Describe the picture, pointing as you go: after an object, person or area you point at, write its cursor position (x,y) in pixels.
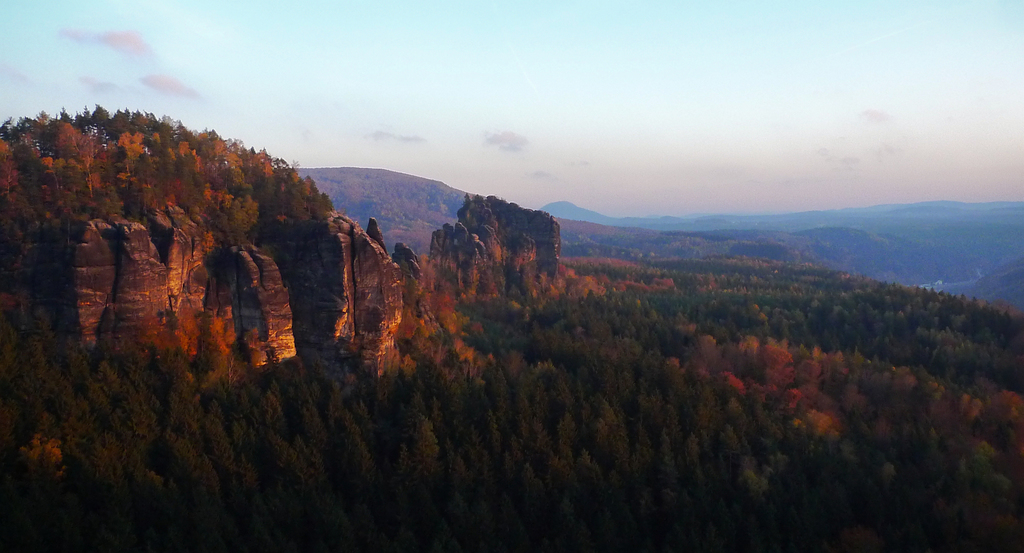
In this image I can see many trees (514,430), mountains (505,246), clouds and the sky (533,120).
